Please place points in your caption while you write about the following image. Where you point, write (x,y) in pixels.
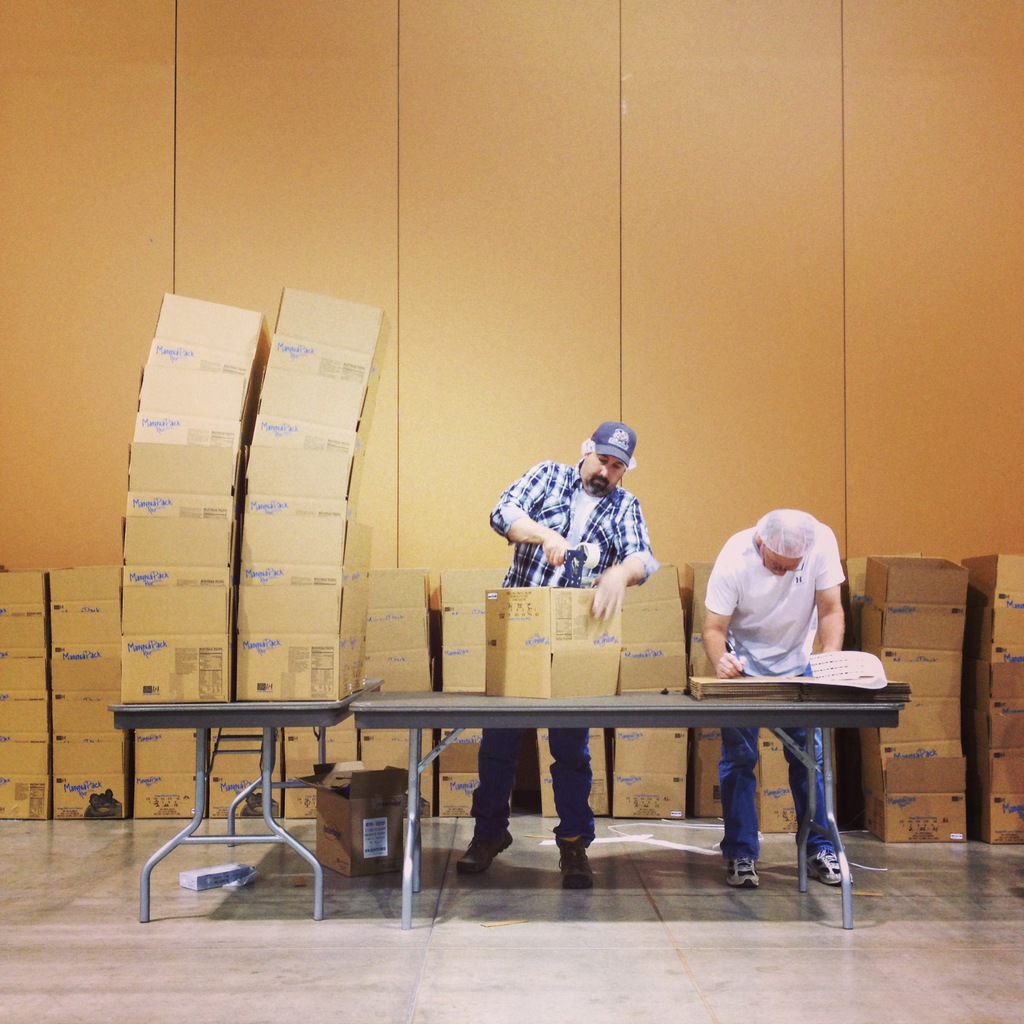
In this picture on the right (775,615) wearing white t-shirt (776,601) and a cap (789,551) is writing something. Beside him another person (647,541) is sealing the carton (586,603). On the background (443,677) there are many cartons (418,635). There are two tables (388,695) on the table (363,704) there are cartons (520,662) and book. In the background (363,147) there is the wall (365,246).
